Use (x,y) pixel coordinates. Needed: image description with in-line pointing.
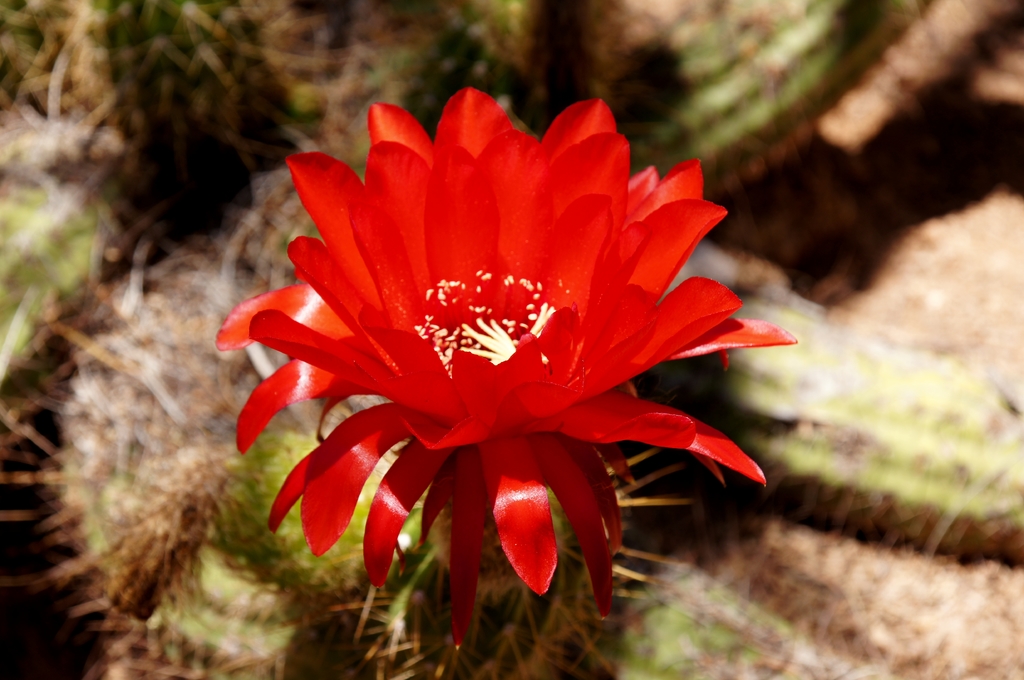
In this picture I can observe red color flower (428,366). The background (442,548) is blurred.
